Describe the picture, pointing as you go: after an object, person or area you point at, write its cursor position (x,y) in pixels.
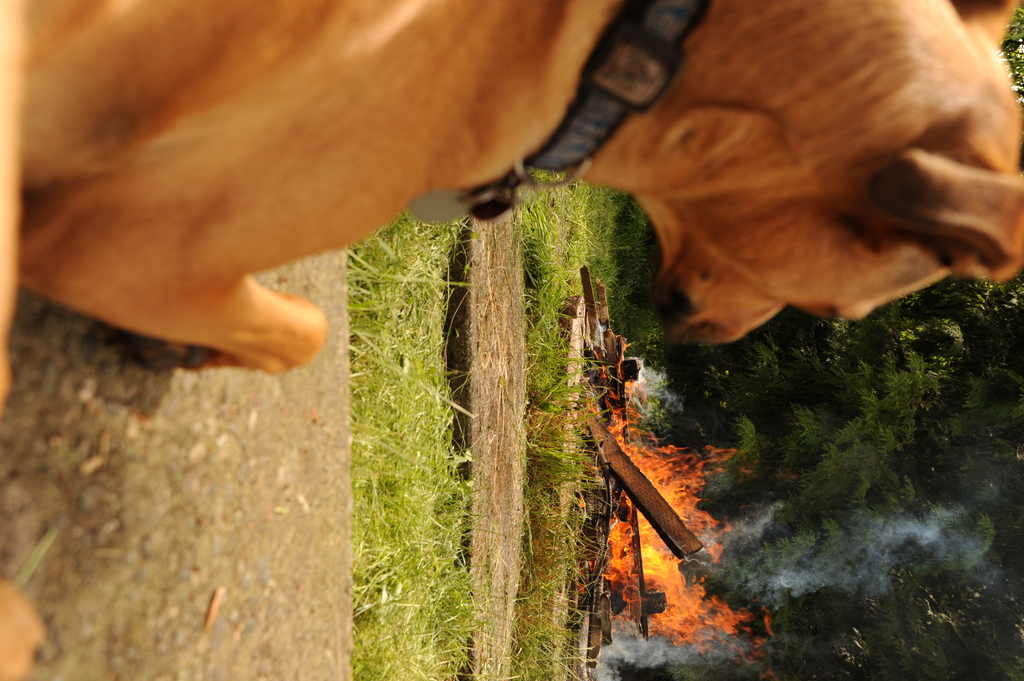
In this image we can see a dog (368,112) on the left side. On the right side (757,584) there is fire (714,559) and smoke (737,584). Also there are trees (882,420). On the ground (473,404) there is grass (528,238).
